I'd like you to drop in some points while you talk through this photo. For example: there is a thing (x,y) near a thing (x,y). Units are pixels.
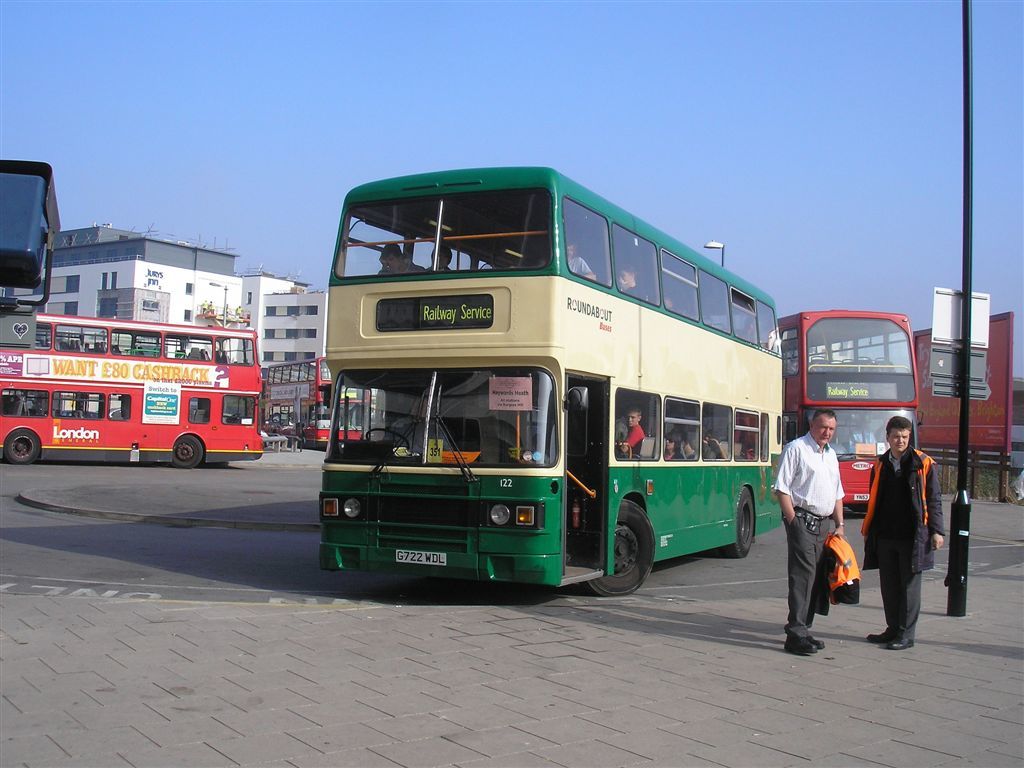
In this image there are a few vehicles (620,370) on the road (208,560) in which there are few people (634,441) in one of the vehicles (433,400), there are two people (894,605) on the road (867,665) in which one of them holds some objects (840,599), there are poles (957,576), a street light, few buildings (84,288) and the sky (332,156).
